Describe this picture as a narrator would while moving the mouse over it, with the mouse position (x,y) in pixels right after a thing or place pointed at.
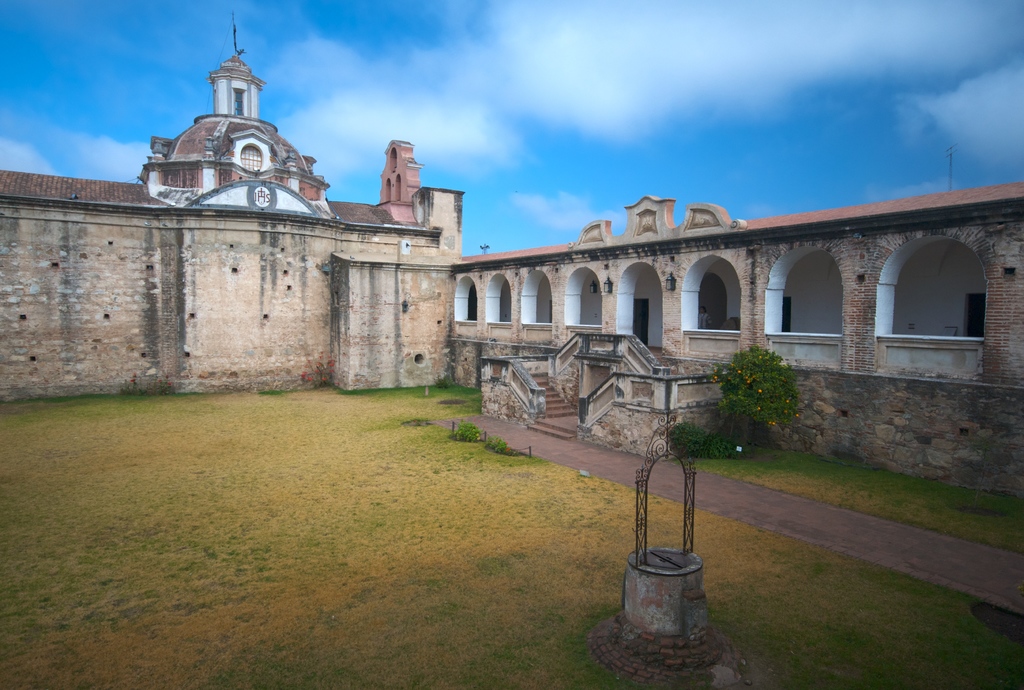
There are plants (778,377), stairs (541,379) and a building (324,264).
